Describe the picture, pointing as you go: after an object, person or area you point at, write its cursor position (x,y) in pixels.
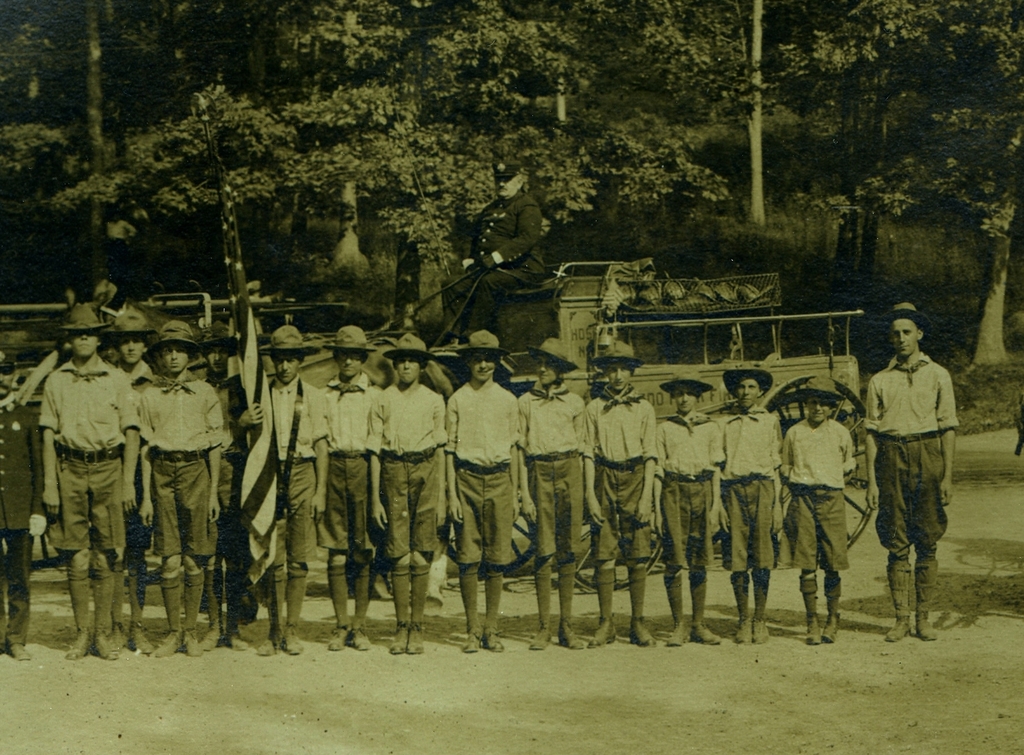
In this image I can see group of people (747,473) standing. In front (289,470) the person (310,451) is holding the flag (256,474). In the background (541,340) I can see few vehicles (837,358) and I can see few trees (421,125) in green color.
